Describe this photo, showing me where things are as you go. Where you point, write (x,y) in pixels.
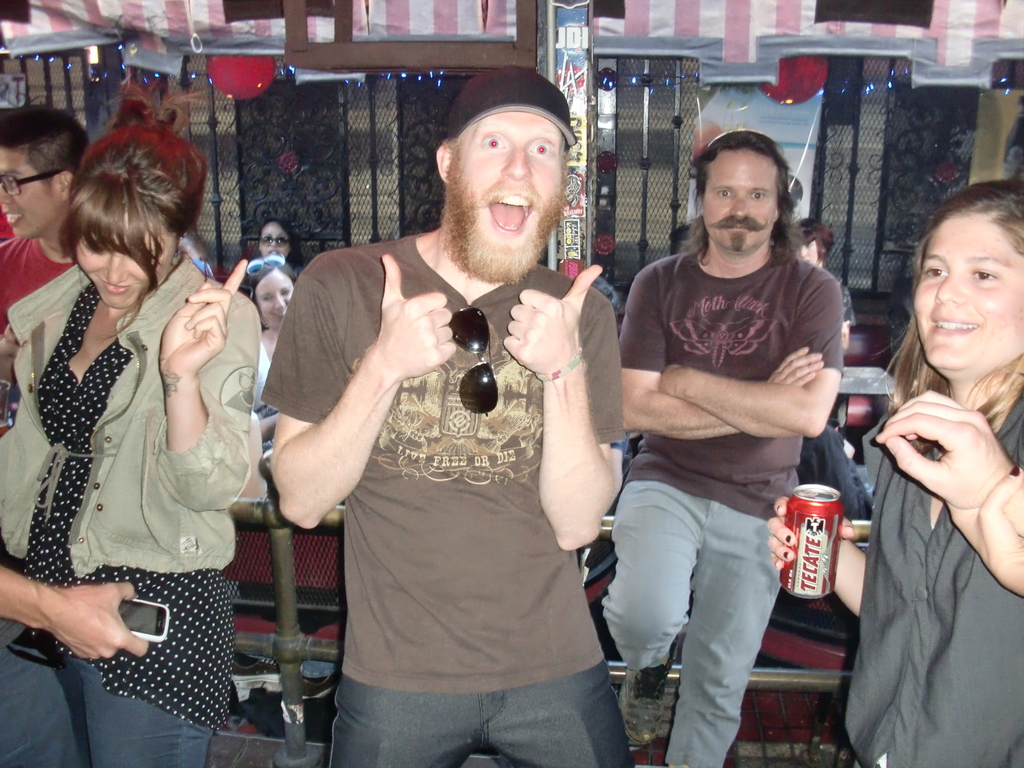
In this image there is a person (512,373) wearing a cap (546,103). Right side (814,527) there is a woman (900,585) holding a beer can (827,539). There are people (144,585) standing. Left side (108,611) a person's hand (95,604) is visible. He is holding a mobile (163,611). There is a fence (264,592) on the floor (236,747). Behind there are people (272,261). There are decorative items (224,79) attached to the wall (236,109). Middle of the image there is a pillar (552,77).
